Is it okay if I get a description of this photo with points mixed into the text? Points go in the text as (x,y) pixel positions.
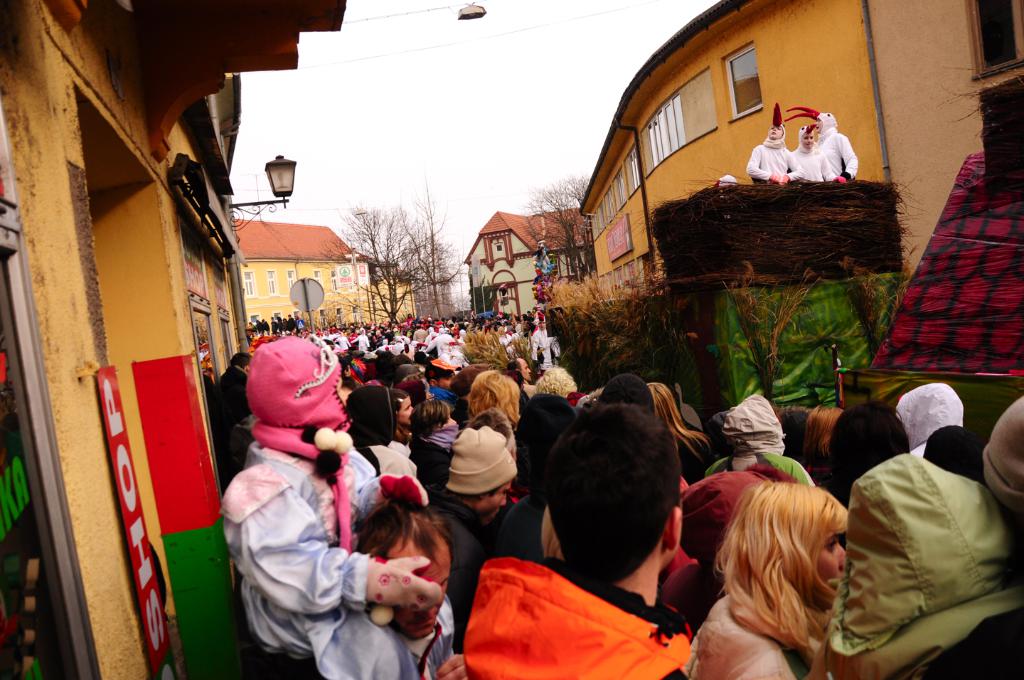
This image is taken outdoors. At the top of the image (422,98) there is the sky (449,67). In the middle of the image (442,401) there are many people (395,371) standing on the ground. On the left side of the image (210,331) there are a few houses (202,293). There are a few lamps (275,184). There are a few trees (395,256). On the right side of the image (694,173) there are two buildings (631,210) with walls (683,158), windows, doors (498,293) and roofs (711,18). There are two huts (886,307).
